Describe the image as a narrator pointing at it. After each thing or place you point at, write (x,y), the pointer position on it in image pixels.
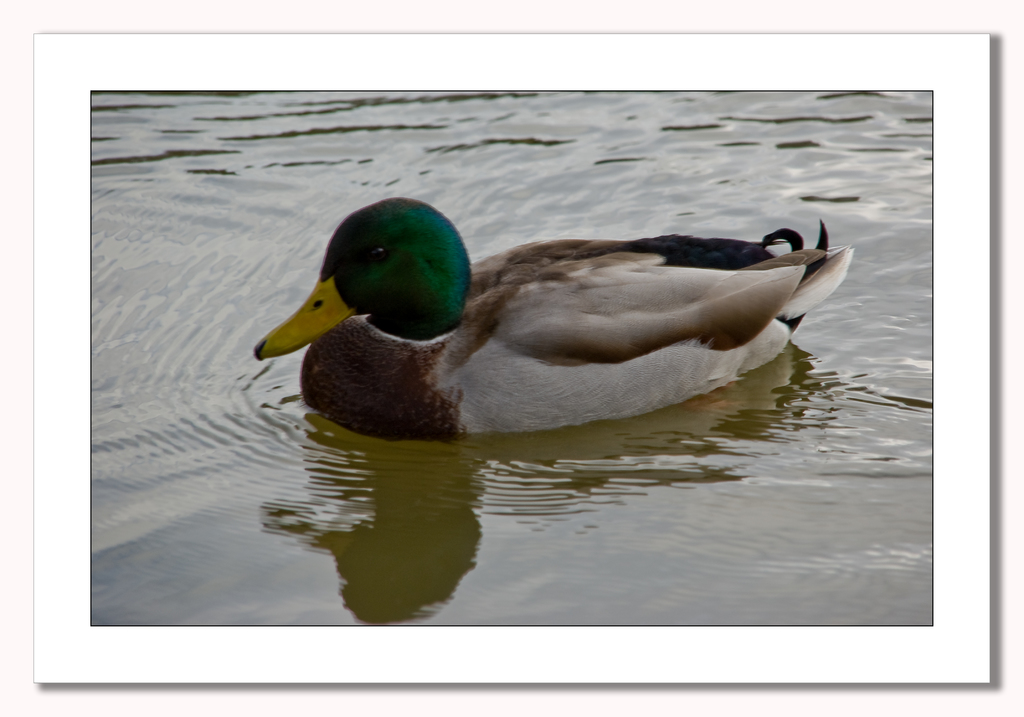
In this image there is a duck (456,336) in water (589,485). Duck (448,376) is having yellow colour beak (312,327).
